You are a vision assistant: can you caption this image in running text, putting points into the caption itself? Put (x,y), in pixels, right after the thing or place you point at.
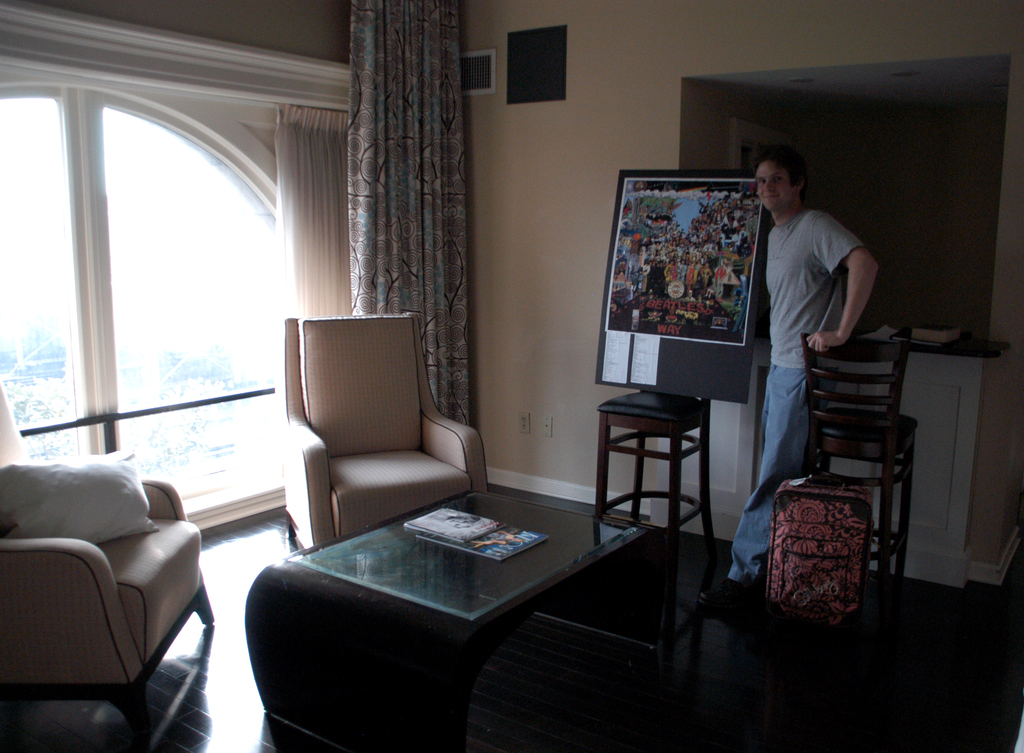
This is a picture taken in a room (759,376), the man (800,272) is standing on the floor (738,662). On the left side of the man (787,295) there is a board (744,298) and the right side of the man (800,292) there is a chair (832,394) and bag (839,535). In front of the man (787,280) there is a table (470,577) chairs (130,553) and a glass window (112,247) and curtains (346,145). Background of the man (771,288) is a wall (616,96).
